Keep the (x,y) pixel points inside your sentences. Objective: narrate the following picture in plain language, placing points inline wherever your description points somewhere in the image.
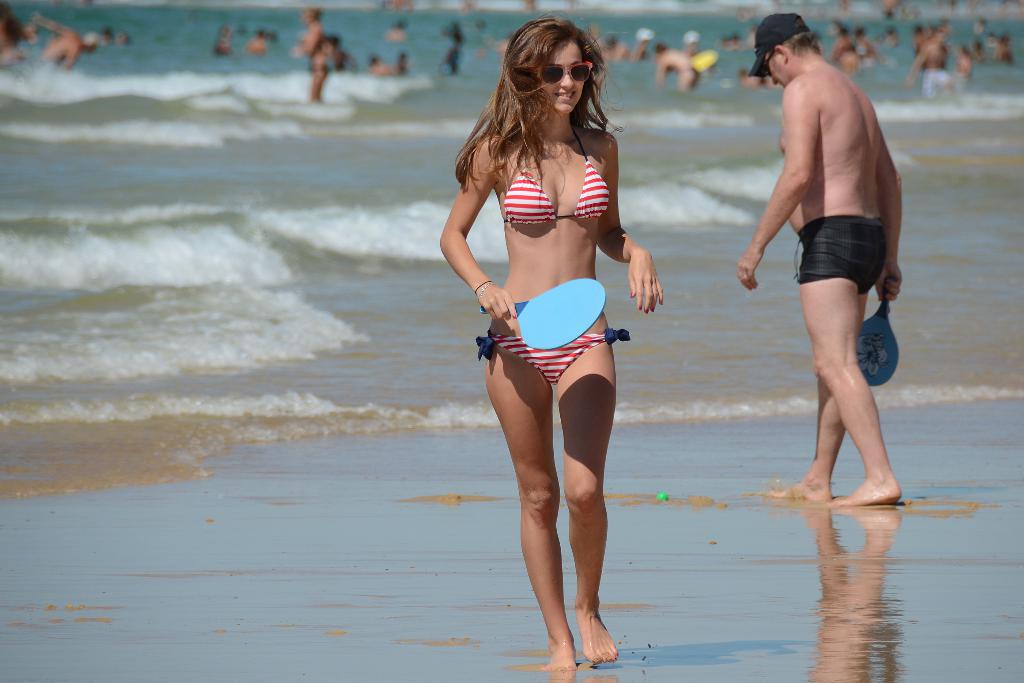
In this image I see a woman (483,278) who is holding a blue color thing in her hand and I see that she is wearing shades (550,78) and she is smiling and I see a man (851,128) over here who is wearing shades (775,55) and cap (759,44) and I see that he is holding a blue color thing (863,331) in his hand (884,281) and I see the sand (974,586). In the background (27,443) I see the water (116,239) and I see number of people (54,40) and it is blurred.
